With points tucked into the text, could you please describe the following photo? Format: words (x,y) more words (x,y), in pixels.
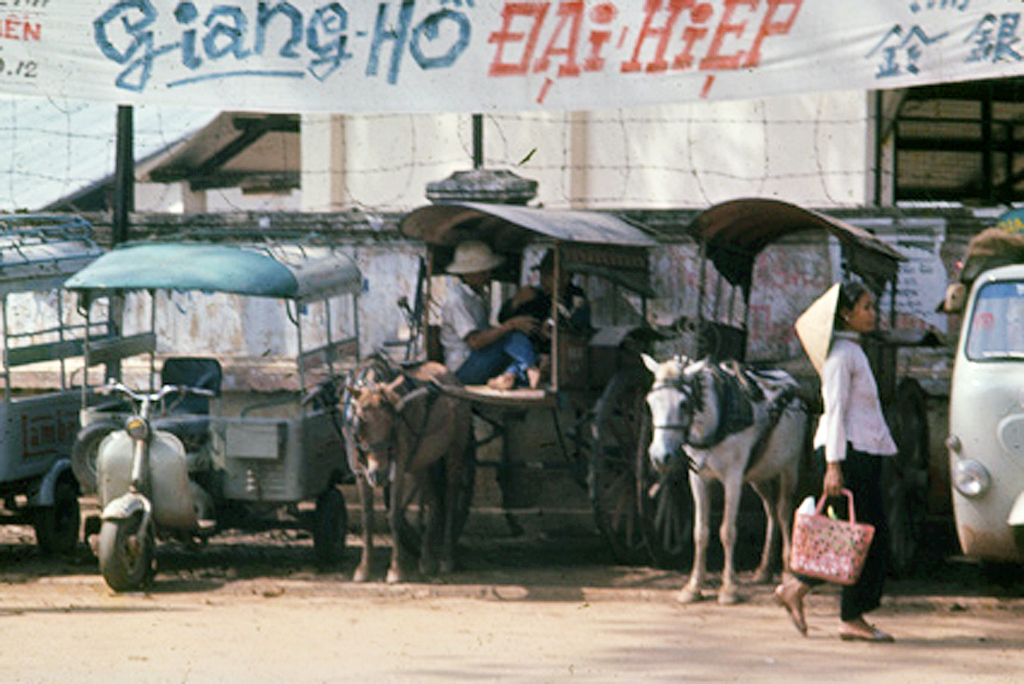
In this image i can see 2 persons (580,317) sitting in a cart (472,231) which is tied to a horse (420,445), and to the left corner (304,469) i can see a vehicle (246,418) which is a 3 wheeler (165,468), and to the right side of the image (879,636) i can see a woman (862,632) walking, holding a pink bag (836,543) in her hand (835,466), and in the background (701,35) i can see a banner (683,29) which is tied to the railing (335,138).
